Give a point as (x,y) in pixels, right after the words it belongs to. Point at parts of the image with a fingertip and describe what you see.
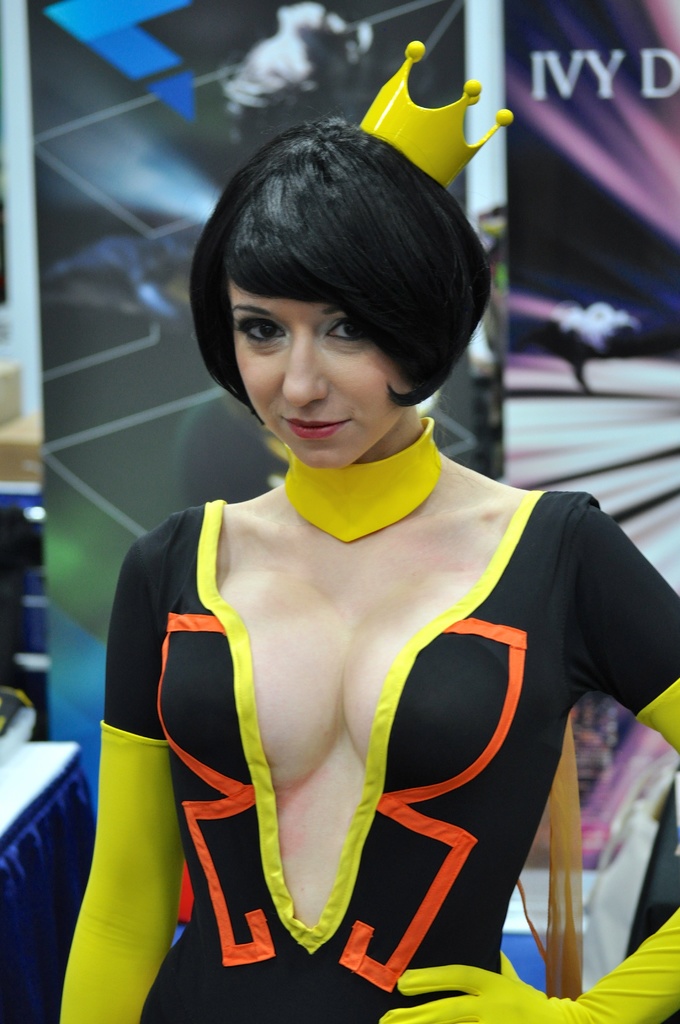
In this image we can see a woman (222,575) is standing, she is wearing a yellow and black dress (178,575), and a crown (434,171), at the back (202,151) there are banners (61,530).
